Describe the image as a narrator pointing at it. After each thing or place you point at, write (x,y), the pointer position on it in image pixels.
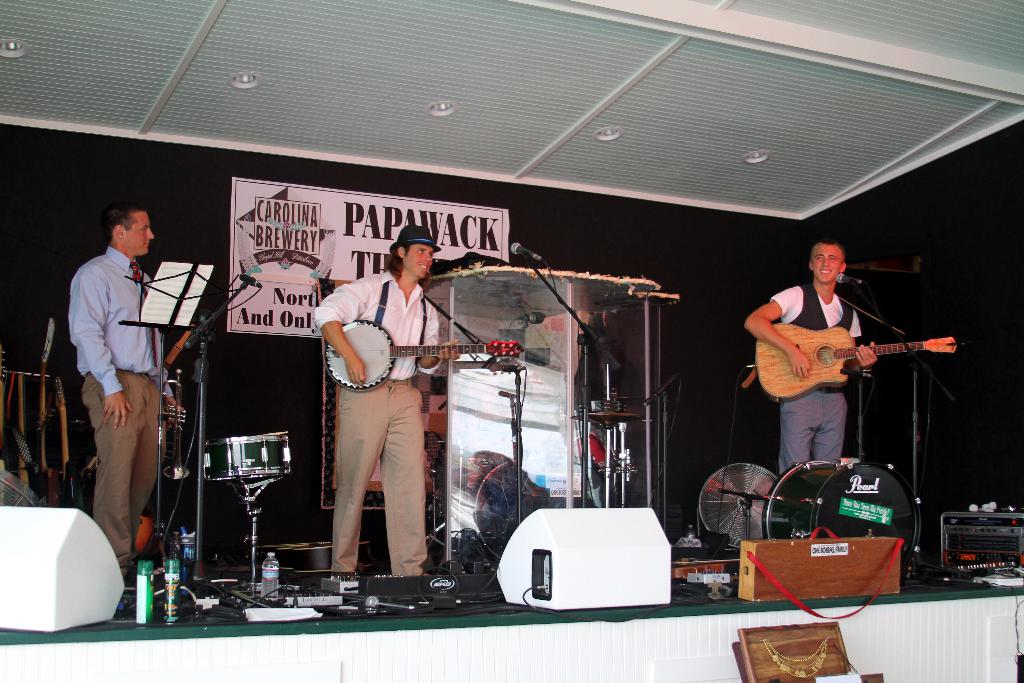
In this picture there are three people (400,494) those who are on the stage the person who is left side of the stage (151,564) he's having a paper (192,293) in front of him on holder (188,308), the person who is at the center of the stage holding a banjo (368,355) in his hand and the person (827,278) who is at the right side of the stage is holding a guitar (796,338) and there is a mic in front of him, it seems to be a music event and there are musical instruments (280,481) on the stage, there is a white color ceiling (311,141) above the stage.
